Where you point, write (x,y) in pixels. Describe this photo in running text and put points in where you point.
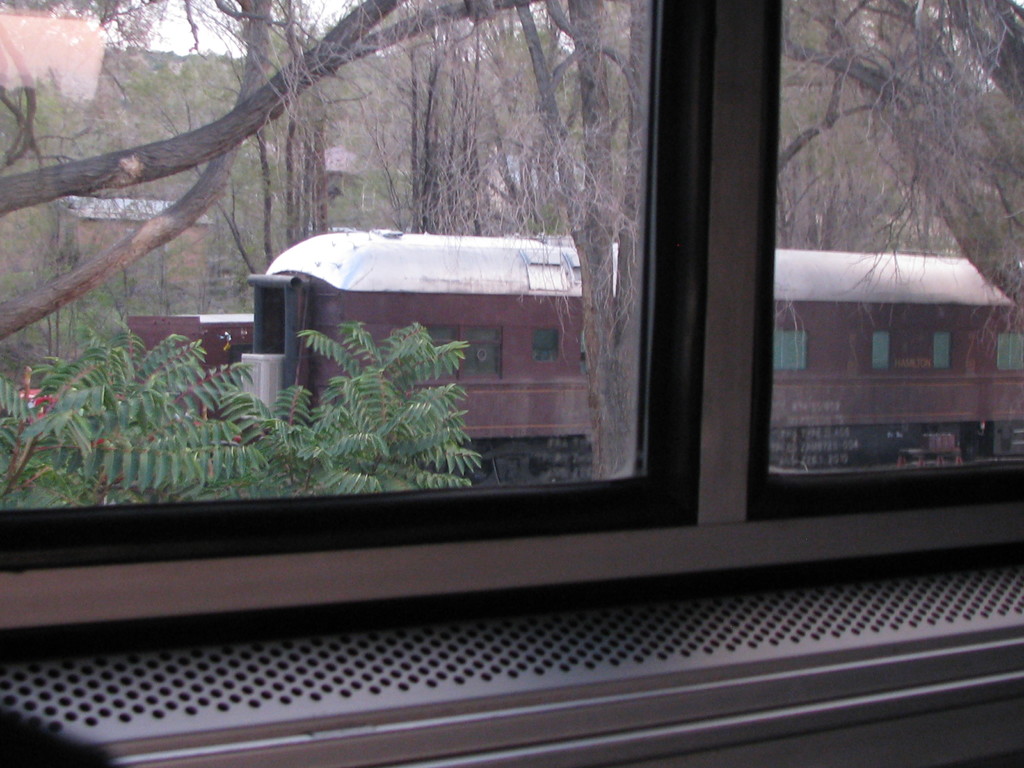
In this image I can see the window (457,521) through which I can see few trees (156,432), a train (491,300) which is brown and white in color, few buildings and the sky (337,4).
